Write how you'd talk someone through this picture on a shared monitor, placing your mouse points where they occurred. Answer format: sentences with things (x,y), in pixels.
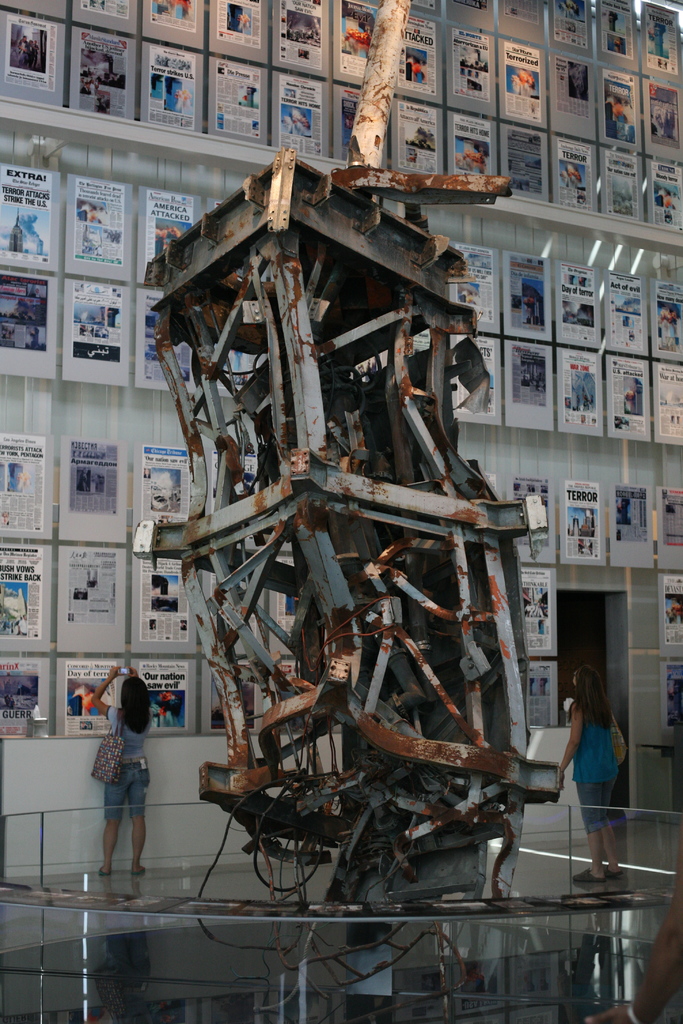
Here in the middle (322,343) we can see pillar type structure (285,383) made with a scrap metal (288,645) present on the floor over there and it is surrounded by a railing (223,825) and behind it we can see a couple of women (132,693) standing on the floor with hand bags (103,759) on them over there and in front of them on the wall (76,628) we can see number of posters (84,76) present all over there.
